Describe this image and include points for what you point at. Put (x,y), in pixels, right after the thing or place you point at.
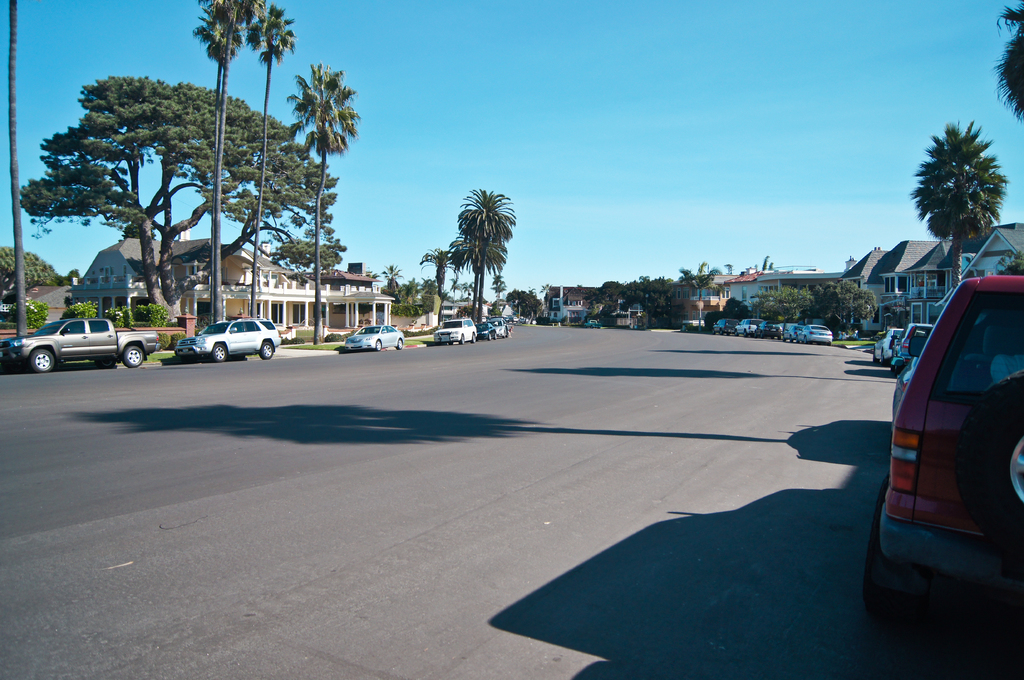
In this image there are trees (499,232). There are buildings (848,267). There are vehicles (277,329) parked on the road (662,390). At the top of the image (618,98) there is sky (556,91).
